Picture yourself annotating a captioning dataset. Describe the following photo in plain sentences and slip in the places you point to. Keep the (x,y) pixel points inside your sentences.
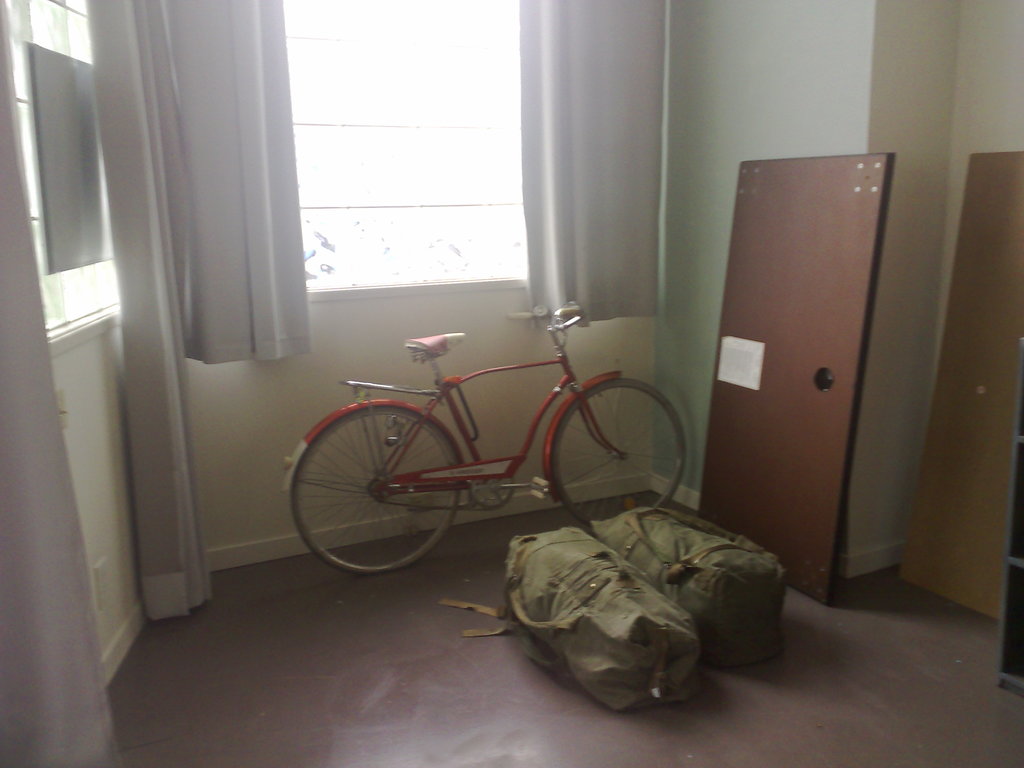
In the middle (468,458) it is a cycle (498,460) which is in red color and there are 2 luggage bags (621,569). This is a window (451,118).
